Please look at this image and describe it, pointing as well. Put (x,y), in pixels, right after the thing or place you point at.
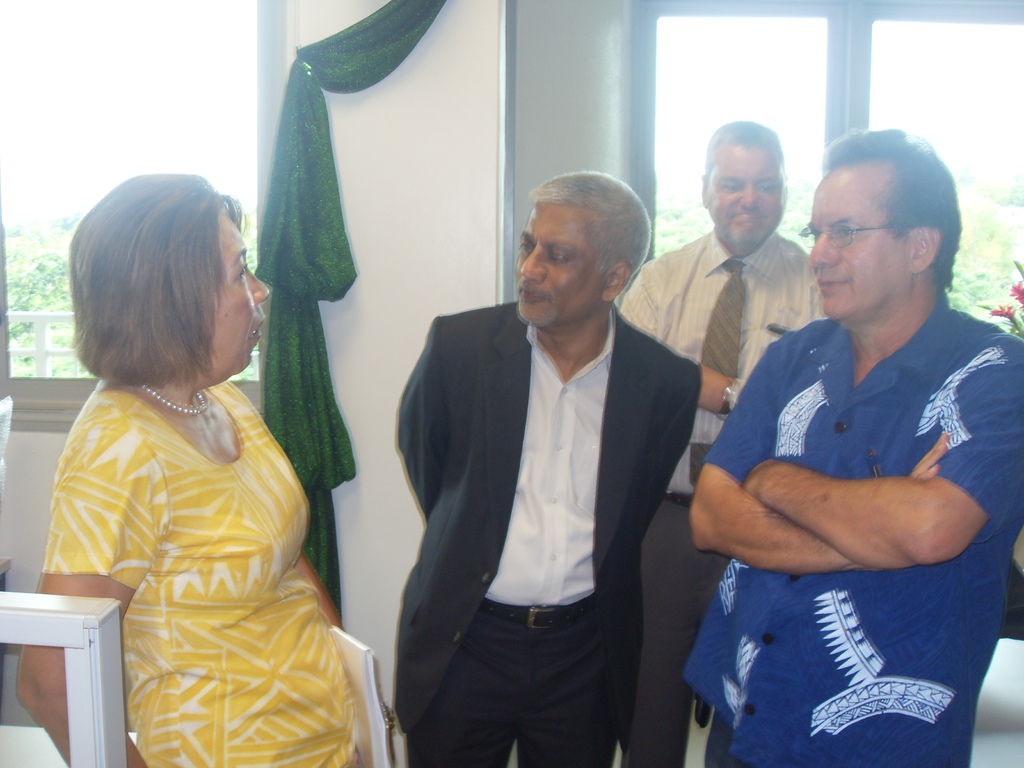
In the picture we can see four people (172,649) standing on the floor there are men (940,344) and one woman (159,644), men (875,570) are looking towards women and in the background (387,23), we can see a wall (380,168) with a window (992,99) and a curtain (377,53) which is green in color, from the window (7,385) we can see plants (44,265).
